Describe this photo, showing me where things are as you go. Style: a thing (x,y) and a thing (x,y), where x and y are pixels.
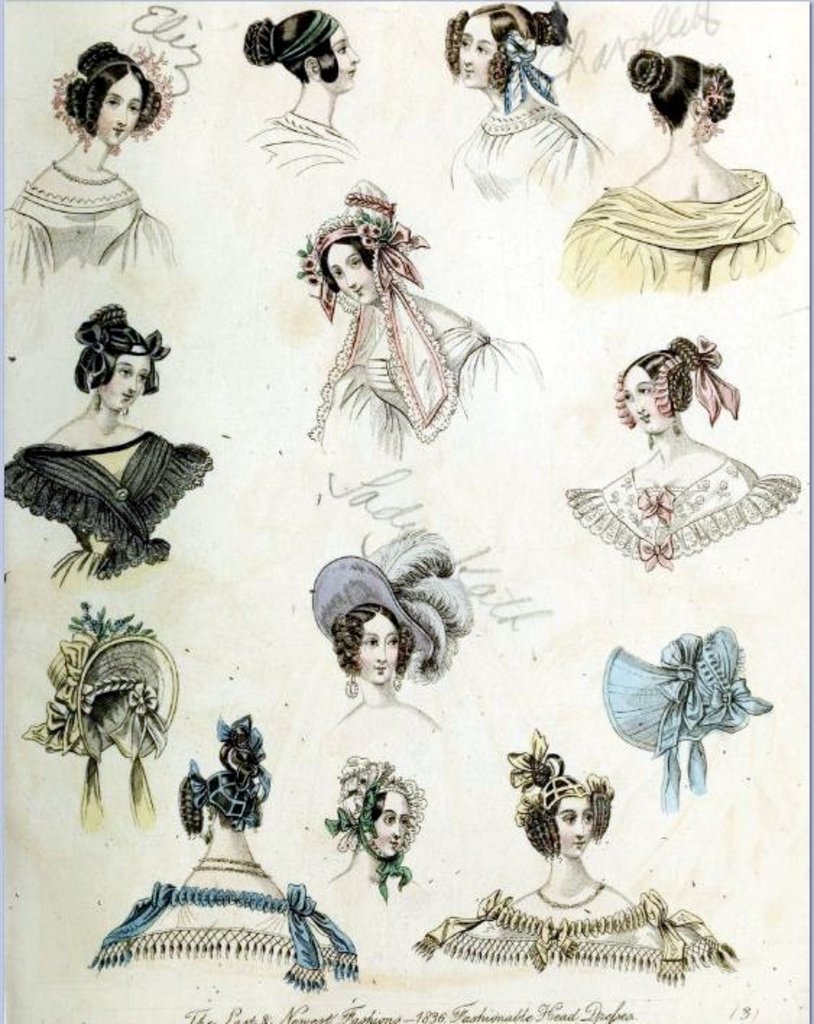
In this picture there is a poster (594,527). In that poster (595,528) I can see the cartoon images (588,280) of the women (525,118). At the bottom (317,1023) I can see the quotation (335,1010).
